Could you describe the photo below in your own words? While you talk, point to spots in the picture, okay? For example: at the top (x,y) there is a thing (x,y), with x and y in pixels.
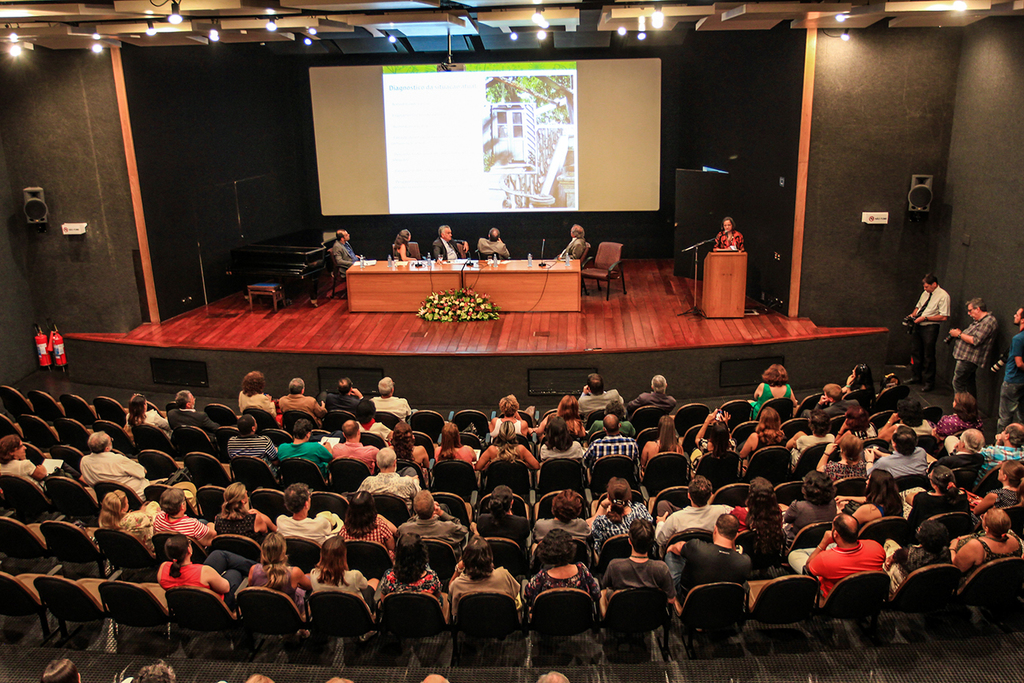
In this picture we can see a group of people (318,412) sitting on chairs (816,448) and some are standing and a person (725,244) standing at the podium (707,281) on stage (720,334), mics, screen (458,201), speakers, table (391,269), flowers (443,314), lights (516,32), fire extinguishers (58,355) and some objects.
